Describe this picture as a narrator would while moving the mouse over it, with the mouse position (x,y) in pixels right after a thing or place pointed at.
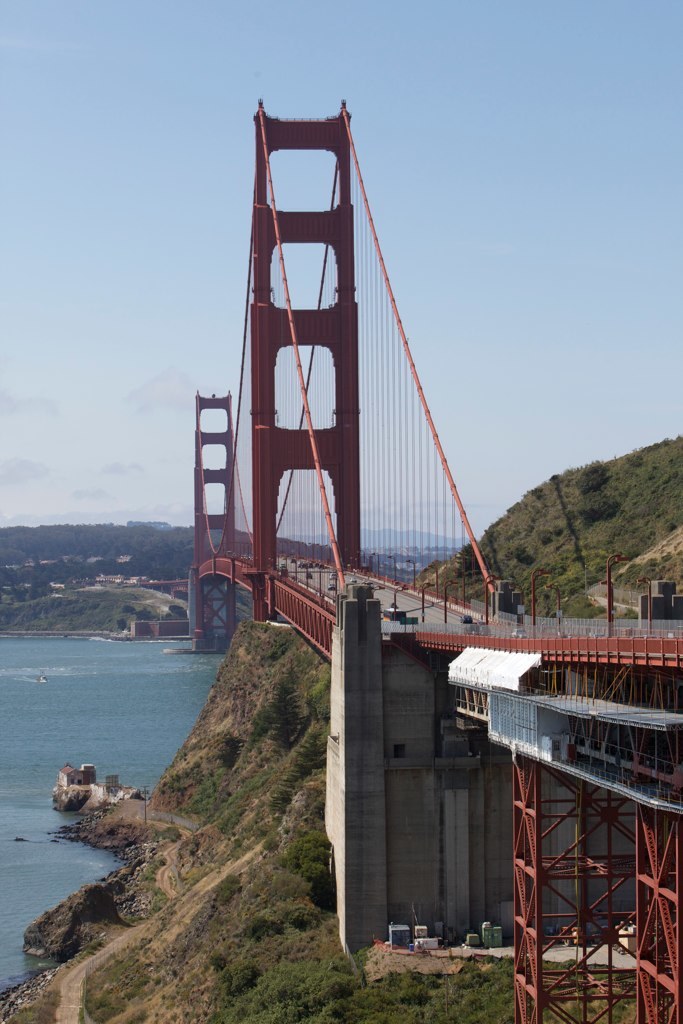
In this image I can see on the left side (159,731) there is water (127,715), in the middle (383,632) it is a very big bridge (345,519). Few vehicles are moving on this, at the bottom (369,987) there are trees (371,996), at the top (452,127) it is the sky (441,131).
